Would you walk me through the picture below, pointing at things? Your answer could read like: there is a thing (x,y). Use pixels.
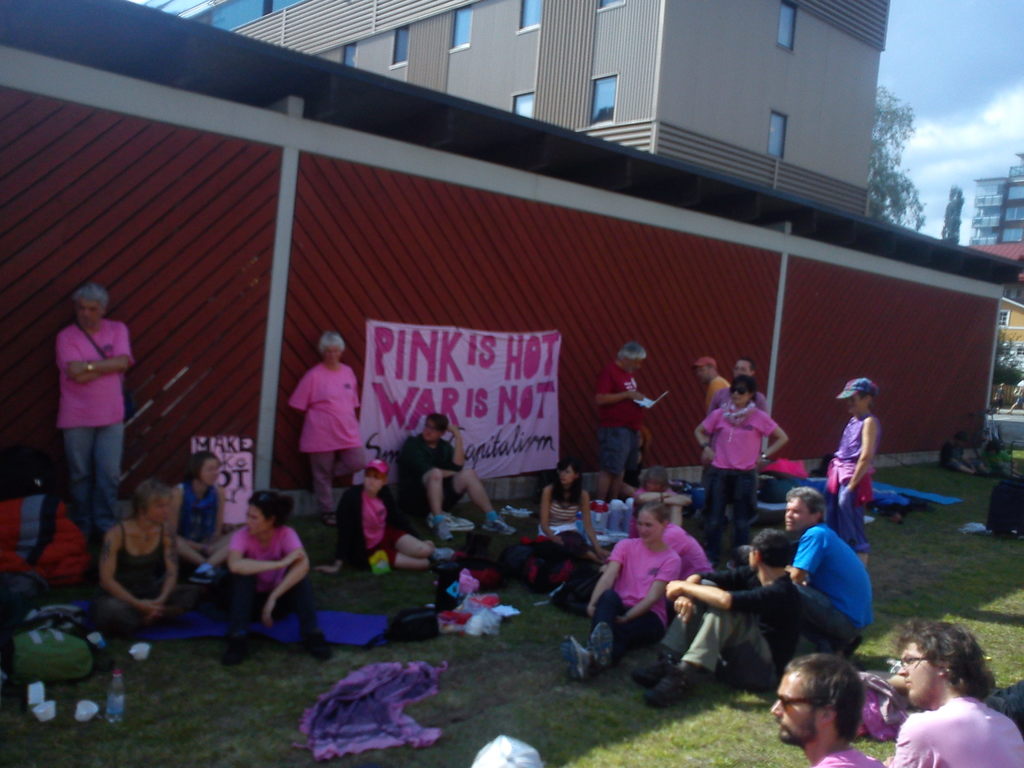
This is an outside view. At the bottom (215,724), I can see the grass (221,713) on the ground (242,711). Here few people (920,745) are sitting on the ground (420,577) and people (91,480) are standing. On the ground (416,715) few clothes (389,714), bottles (110,689), glasses (51,704), bags (46,651) and some other objects (472,582) are placed. At the back of these people (712,448) there is a wall (552,240) on which a banner (467,372) is attached. On the banner (504,367), I can see some text (470,401). In the background (757,142) there are few buildings (990,220) and trees (905,211). At the top of the image (984,60) I can see the sky (940,60).
